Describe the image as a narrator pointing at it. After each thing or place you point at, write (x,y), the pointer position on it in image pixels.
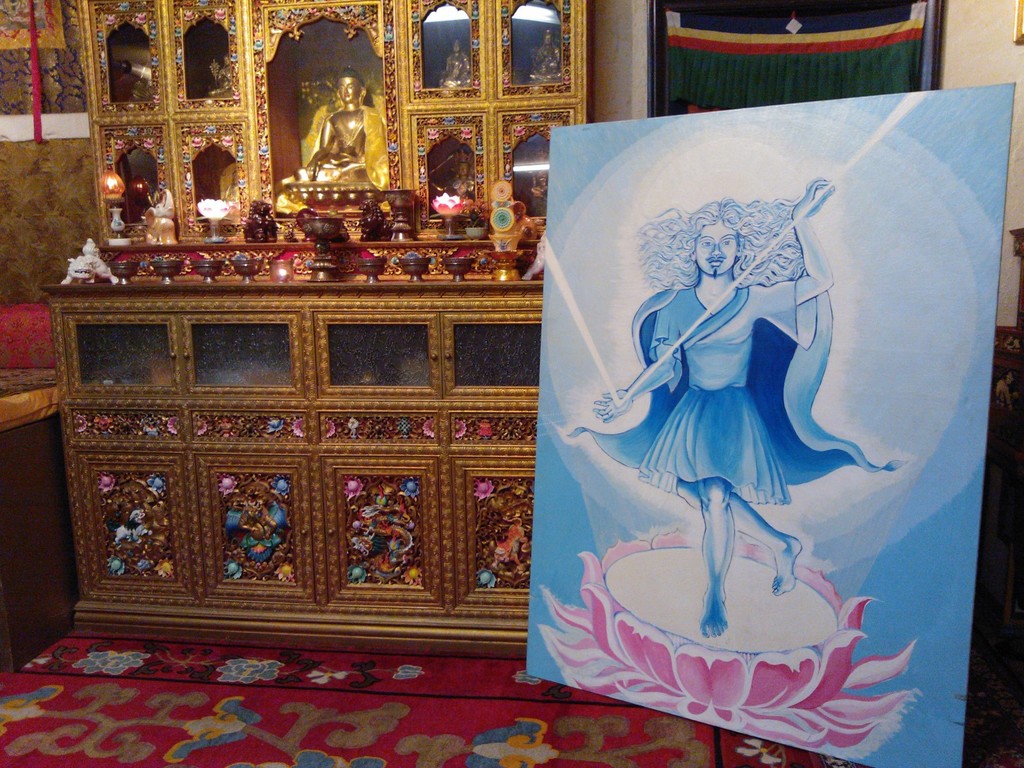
In this picture we can see painting (675,423) on a board (847,511), carpet (160,708) on the floor (449,685), statues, wall (989,53), cloth (753,64) and some objects (211,207).
